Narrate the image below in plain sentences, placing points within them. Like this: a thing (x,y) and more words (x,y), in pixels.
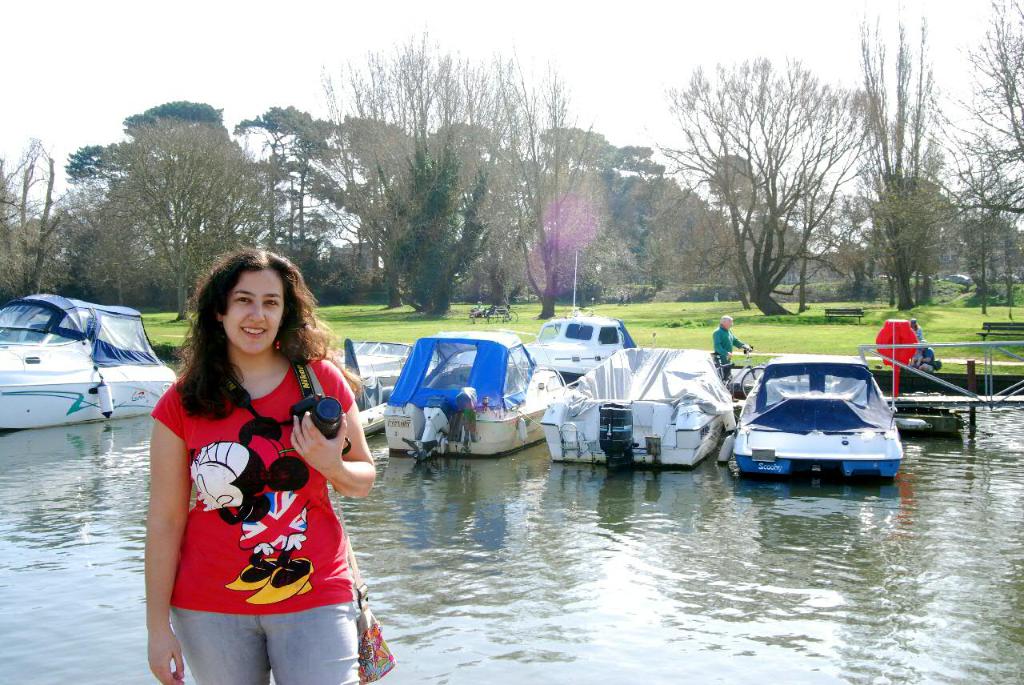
In front of the image there is a woman (239,452) holding a camera (302,413) in her hand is standing with a smile on her face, behind the woman (312,479) there are a few boats (576,445) in the water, on the other side of the boats (652,433) there is a metal rod fence (909,367), on the other side of the fence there is a person (730,370) walking with a cycle (751,349), beside the person (724,354) there are a few benches (491,316) on the surface of grass (800,328), around them there are trees (535,245), in the background of the image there are houses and there are cars (962,280) on the roads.
